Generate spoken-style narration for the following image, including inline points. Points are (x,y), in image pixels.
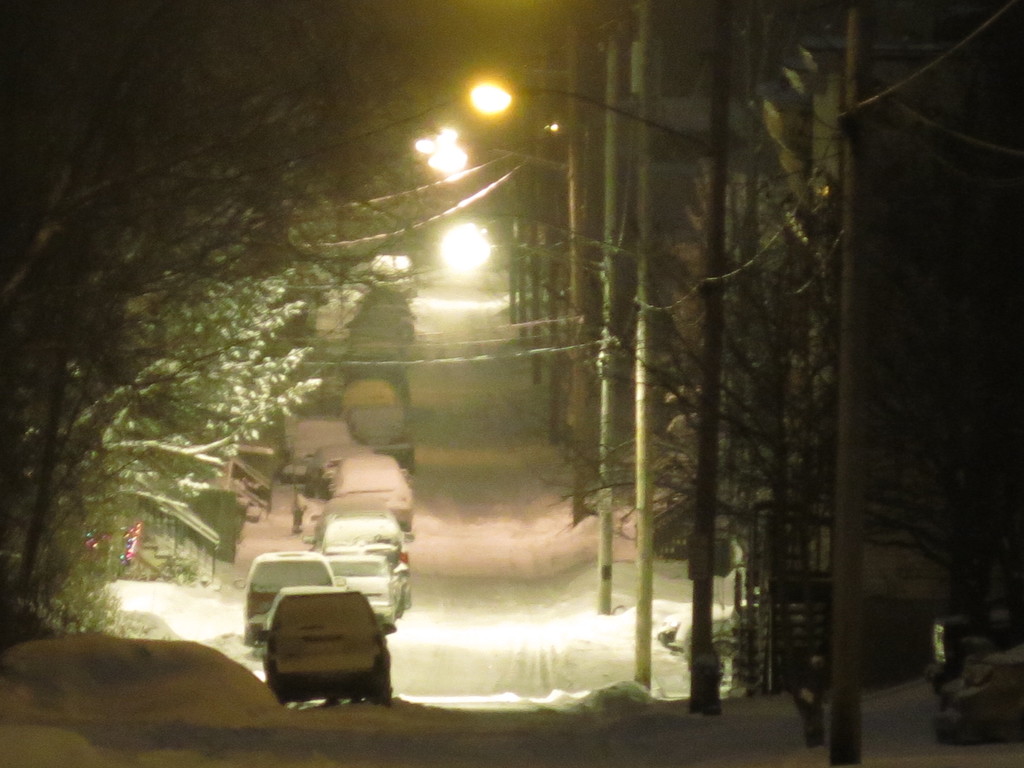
In the center of the image (536,444) there is a road (413,729) on which there are cars (293,430). At the both sides of the image there are trees (3,21). There are electric poles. At the bottom of the image (444,702) there is snow (524,696).
